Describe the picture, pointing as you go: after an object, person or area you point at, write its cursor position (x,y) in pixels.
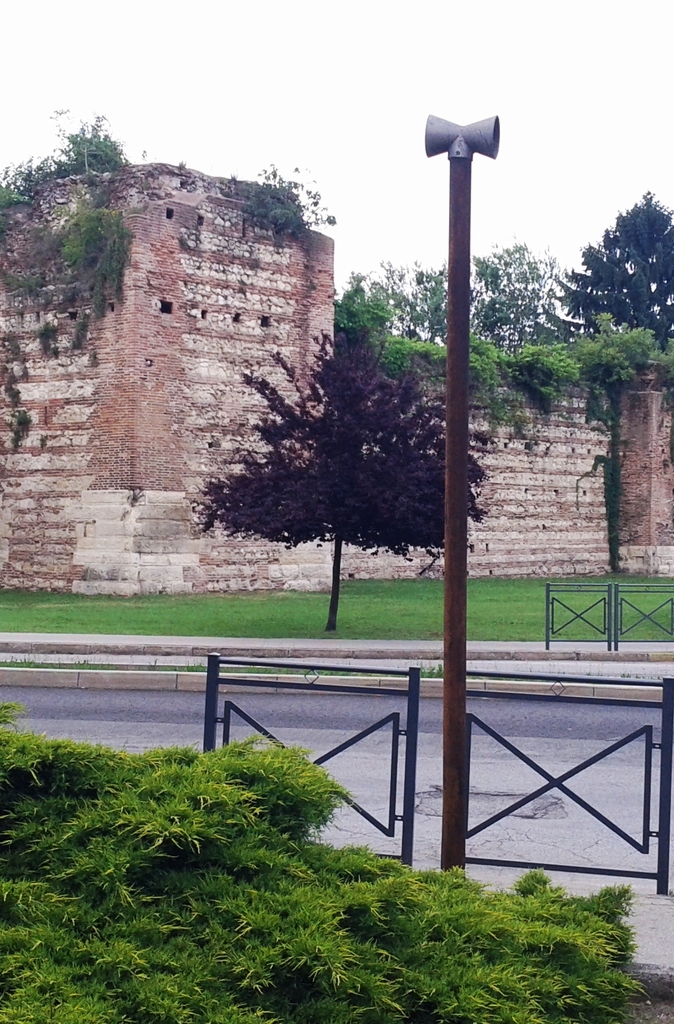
In this image, in the middle (444,626), we can see a metal rod (469,205). In the left corner (90,785), we can see some grass (329,947). In the background (529,487), we can see metal grill (663,784), trees (277,471), building (204,395), wall (110,345), plants (93,211). At the top (567,152), we can see a sky (625,206), at the bottom (487,749), we can see a grass (327,937) and a road (553,754).
